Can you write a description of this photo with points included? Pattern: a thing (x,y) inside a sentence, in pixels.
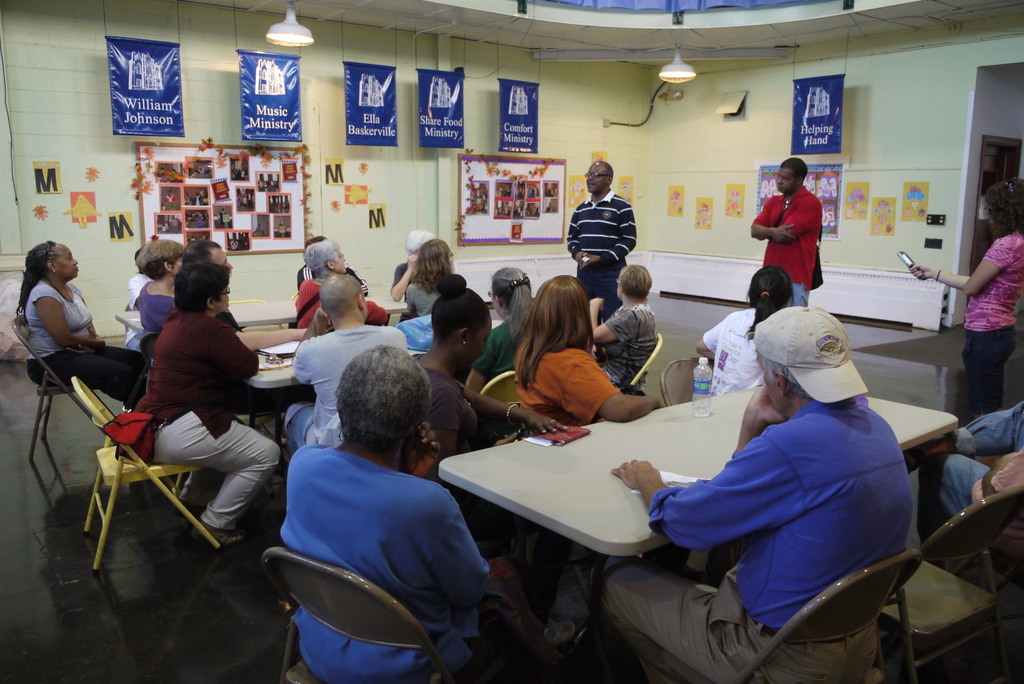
In the foreground of this image (394,352), there are people (315,516) sitting on the chairs (161,470) in front of tables (525,498) on which, there is a book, bottle (708,394), papers (682,475) and few objects (261,354). In the background (620,218), there are people (816,215) standing on the floor (910,358), few posters (743,188) to the wall (708,197), banners (160,78) hanging to the ceiling (698,44) and we can also see few lights (287,19) at the top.
